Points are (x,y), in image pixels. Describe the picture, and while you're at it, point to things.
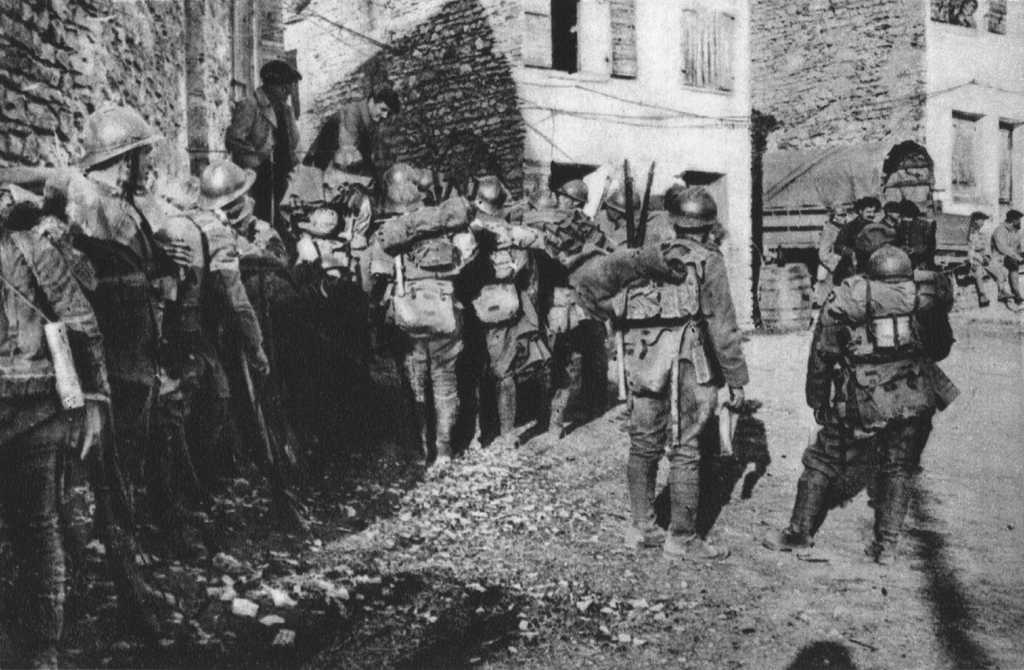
This is an old black and white image. There are groups of people (589,302) standing. This looks like a vehicle (775,171), which is parked. These are the buildings (701,56) with the windows (971,26).
